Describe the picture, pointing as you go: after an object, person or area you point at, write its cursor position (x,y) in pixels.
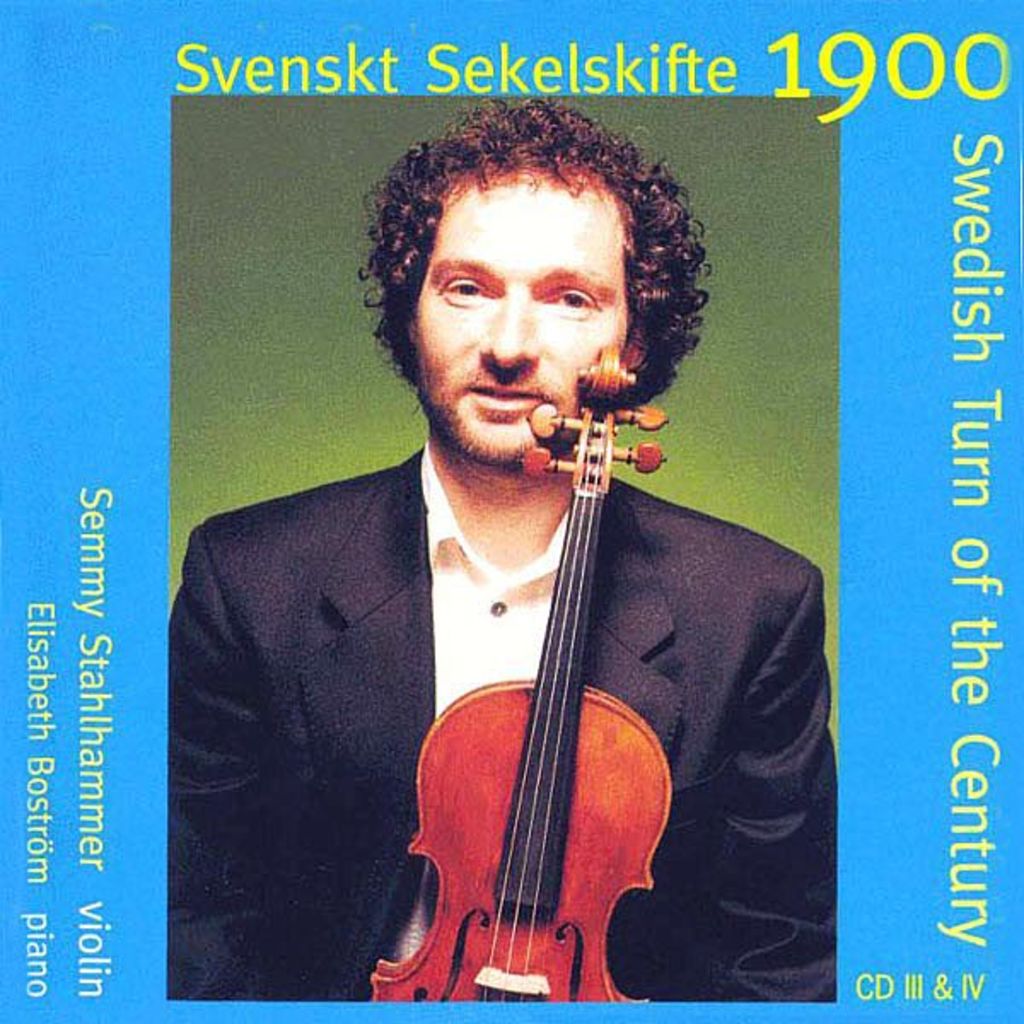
In this image, we can see a poster (409,389) with some images (672,577) and text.
